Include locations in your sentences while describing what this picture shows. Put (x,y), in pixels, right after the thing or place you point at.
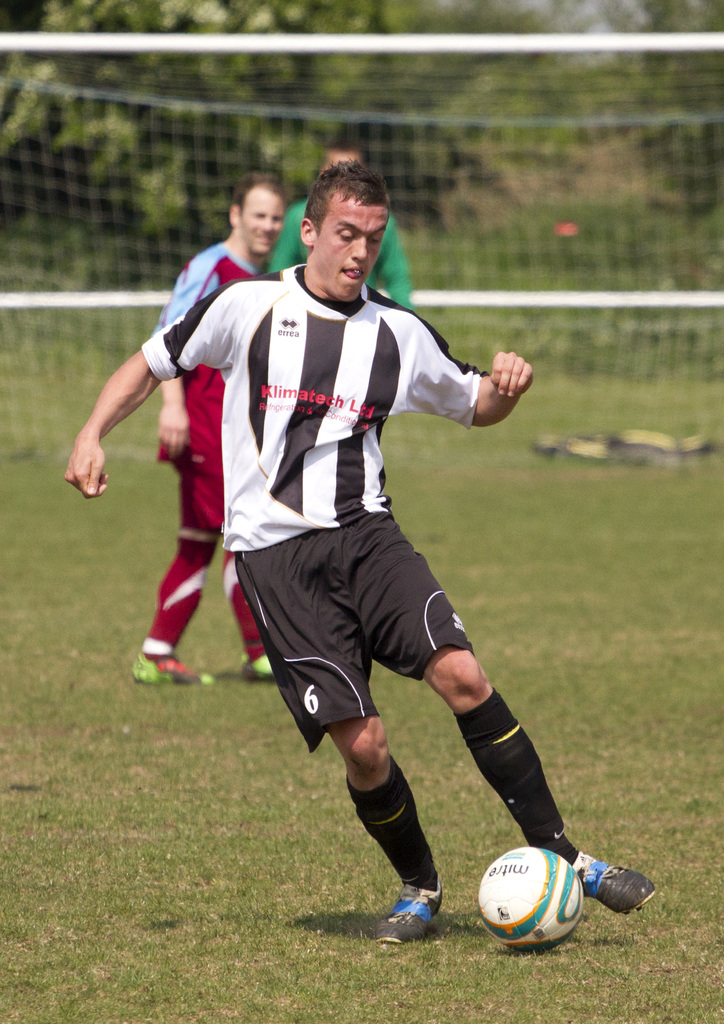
Here we can see a man (230,337) running on the ground (377,674), and in front (511,871) here is the ball (508,882), and here are the two person (244,260) standing, and at back (143,125) here is the net (189,72), and here is the tree (241,25).
